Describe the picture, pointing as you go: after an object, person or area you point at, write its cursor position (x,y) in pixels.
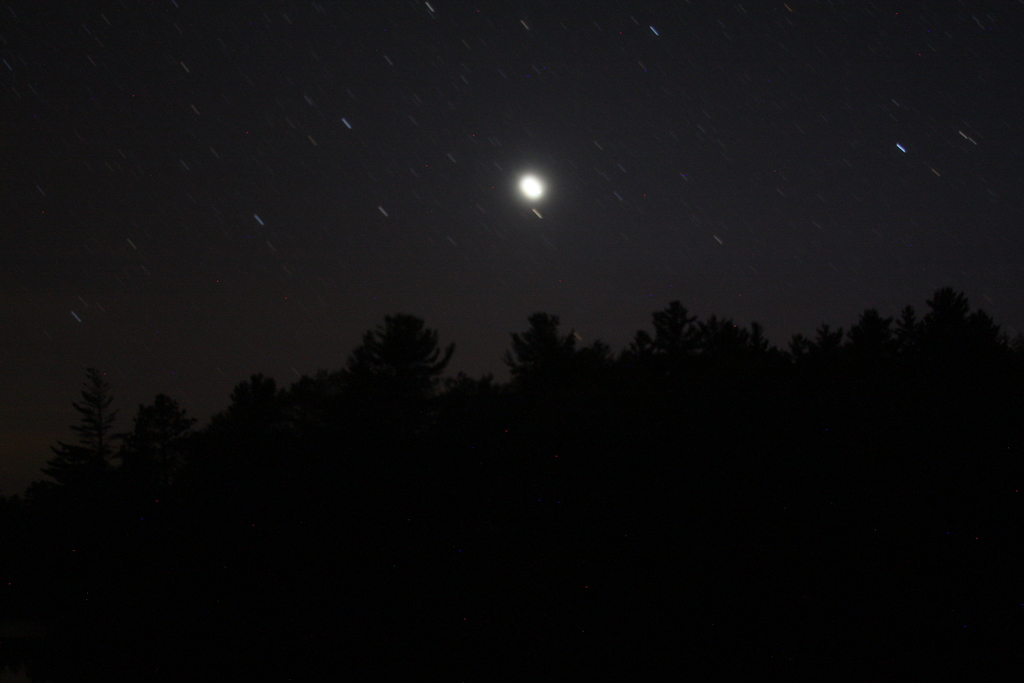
In the image there are many trees (750,367) and in the background (479,75) there is a sky (521,103).
